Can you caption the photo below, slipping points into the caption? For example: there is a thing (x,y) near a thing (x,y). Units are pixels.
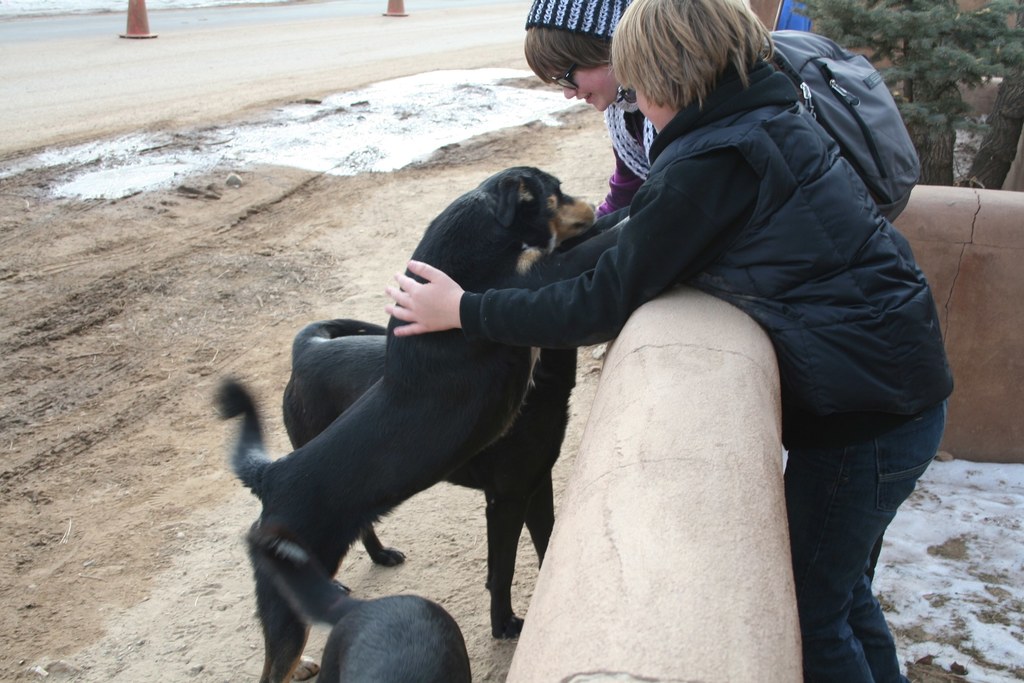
In this image there are two persons (683,167) standing and they are holding dogs (472,282) and one person (836,152) is wearing a bag (853,120). At the bottom (385,633) there is another dog (434,648) and there is a wall (718,363), in the background (124,397) there is sand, mud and barricades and a walkway (248,94). And on the right side (932,66) there are some trees (915,102).
